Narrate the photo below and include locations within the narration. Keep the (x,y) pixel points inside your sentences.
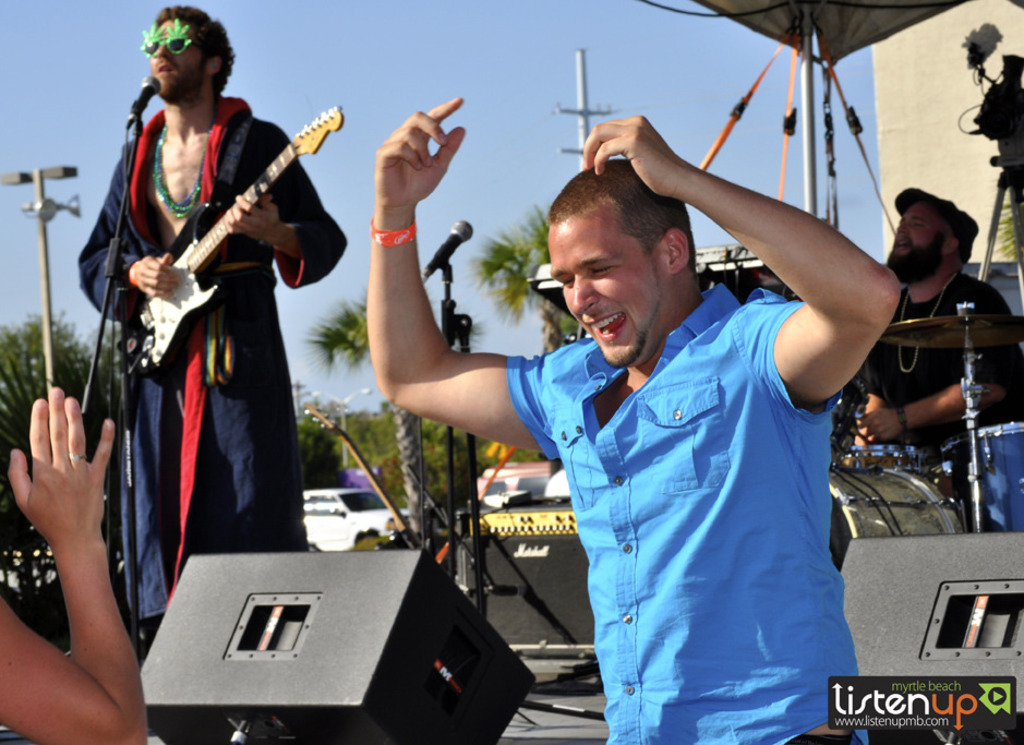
In this image we can see this person (561,423) wearing blue shirt (706,474) is standing and smiling. This person (274,424) is standing on the stage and playing guitar (229,232). This person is playing drums (914,524). In the background (402,440) we can see car (326,491), trees (311,469) and sky (508,202).
